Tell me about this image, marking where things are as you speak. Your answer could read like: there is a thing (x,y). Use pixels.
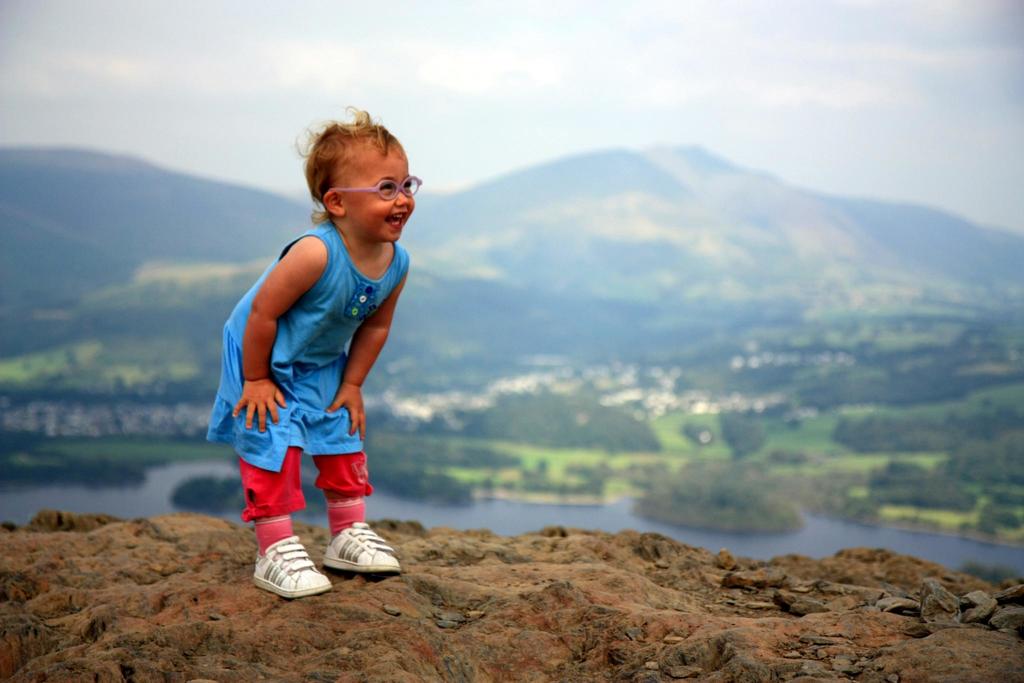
In this picture there is a person (332,341) standing and smiling. At the back (440,217) there are mountains (577,250) and trees (49,332). At the top (298,84) there is sky (340,77) and there are clouds (329,84). At the bottom (480,518) there is grass (532,450) and water (498,502).
